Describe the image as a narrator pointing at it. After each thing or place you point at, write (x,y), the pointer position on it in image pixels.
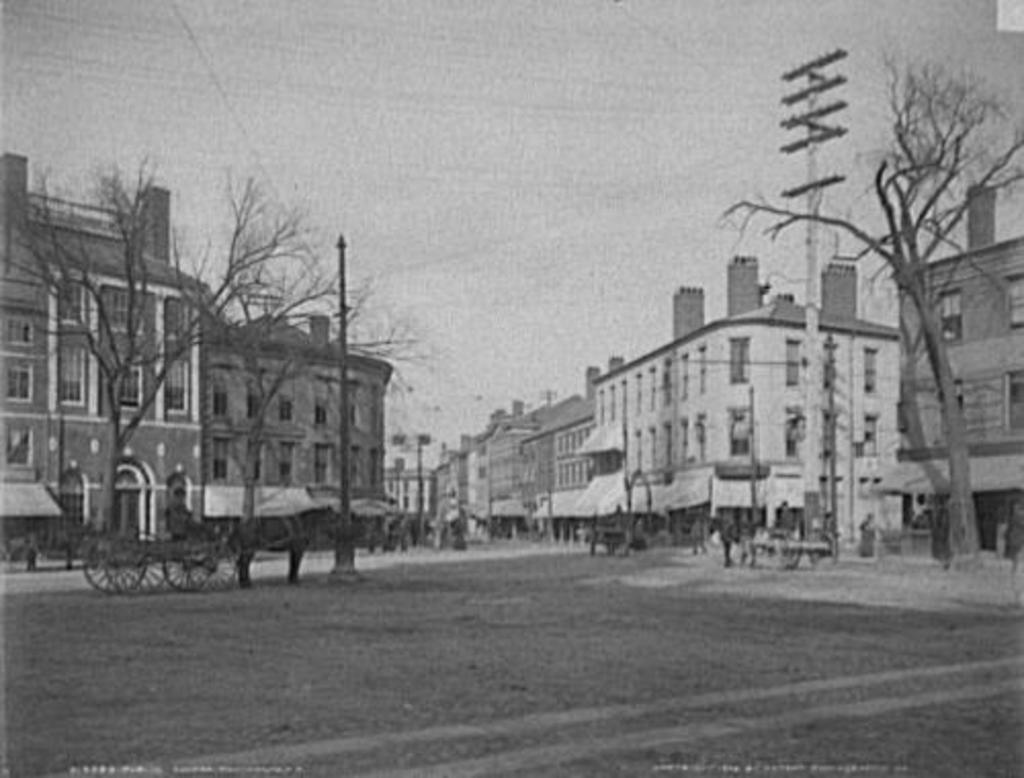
In this picture we can see many buildings (457,460). On the left (197,529) there is a man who is riding a chariot (181,538). Here we can see electric pole (820,100) and some wires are connected to it. Beside the chariot (239,533) there is a black pole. Here we can see trees (919,346). On the top (582,102) there is a sky (436,101). On the bottom (712,738) we can see a watermark (217,768) and road (539,709).
